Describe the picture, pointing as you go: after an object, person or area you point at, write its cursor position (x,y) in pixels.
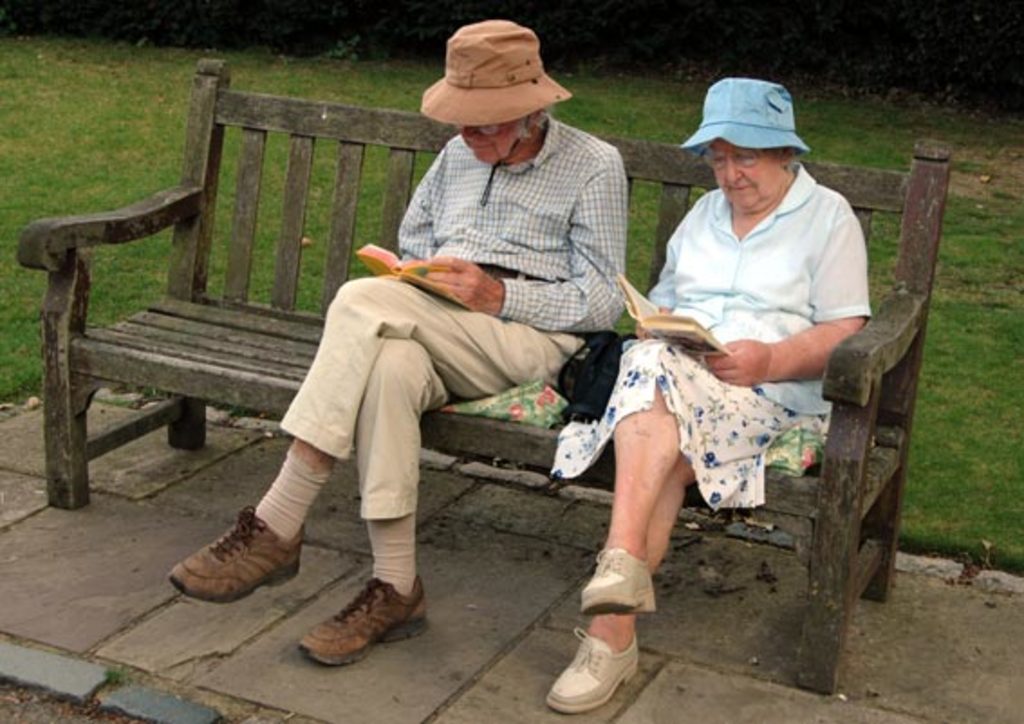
In the picture there is one bench (895,464) on which two people (401,355) are sitting on the right corner of the picture (722,429) one woman (699,405) is wearing a blue hat (759,145) and white shirt (739,312) and skirts (703,415) and shoes (609,598) and holding a book (681,332), behind her one man (486,303) wearing shoes (317,640) and hat (483,105) and shirt (525,208) and reading a book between them there is a bag (610,340). On backside of them there are trees (791,54) and grass (55,140).
